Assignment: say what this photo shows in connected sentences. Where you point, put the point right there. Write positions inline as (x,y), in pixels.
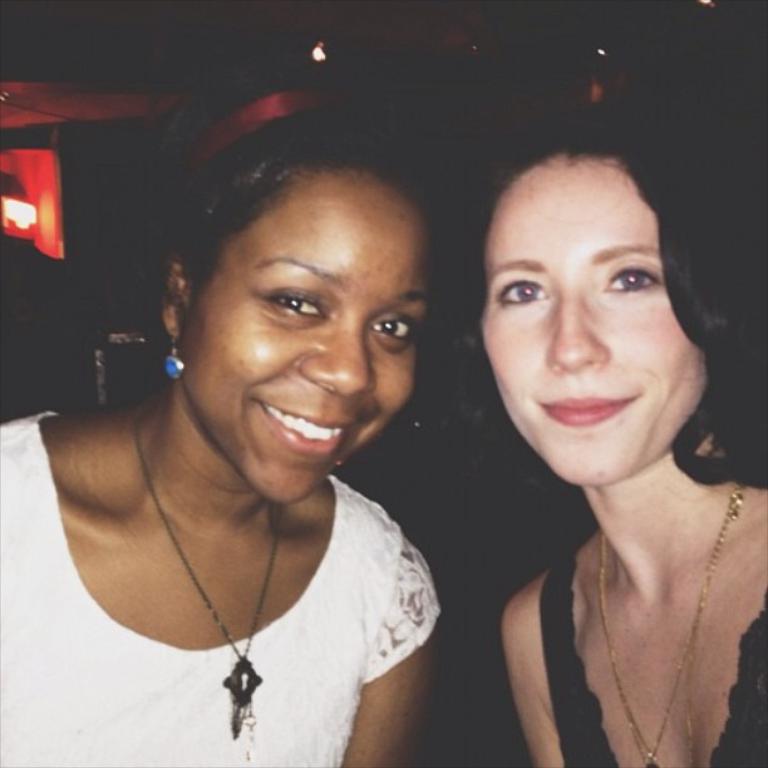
In this image there are two ladies (213,378). They both are smiling. The background (22,209) is dark.
